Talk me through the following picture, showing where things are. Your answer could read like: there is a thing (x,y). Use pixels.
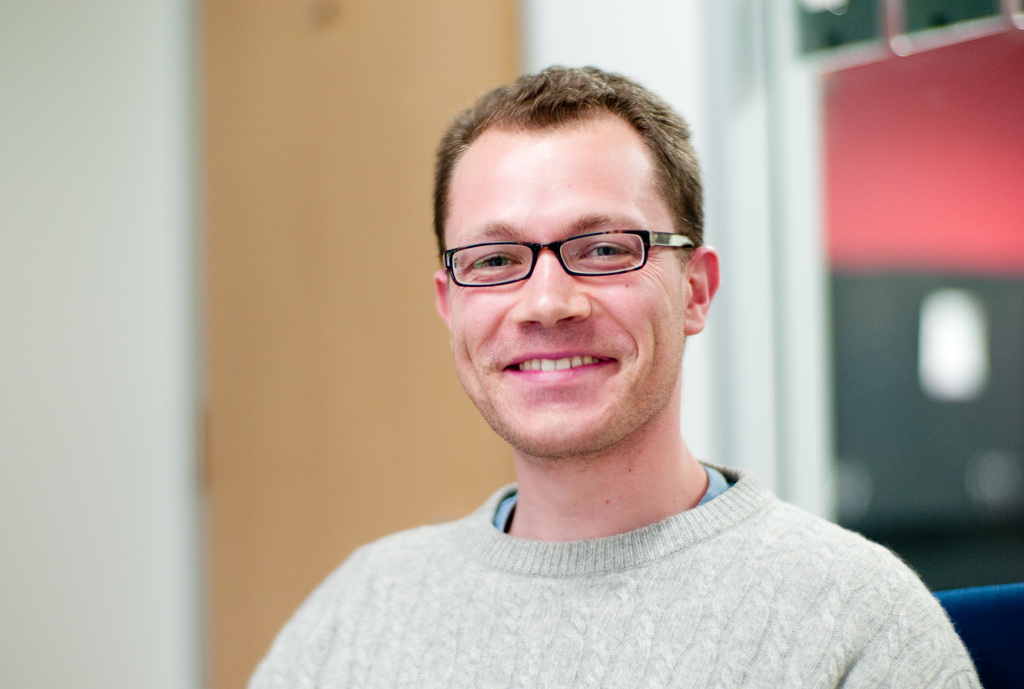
In this image there is a person (503,574) sitting inside a room (497,542) on one of the chairs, there are some reflections (930,326) on the glass door (925,246) and there is a wooden object (287,273).
